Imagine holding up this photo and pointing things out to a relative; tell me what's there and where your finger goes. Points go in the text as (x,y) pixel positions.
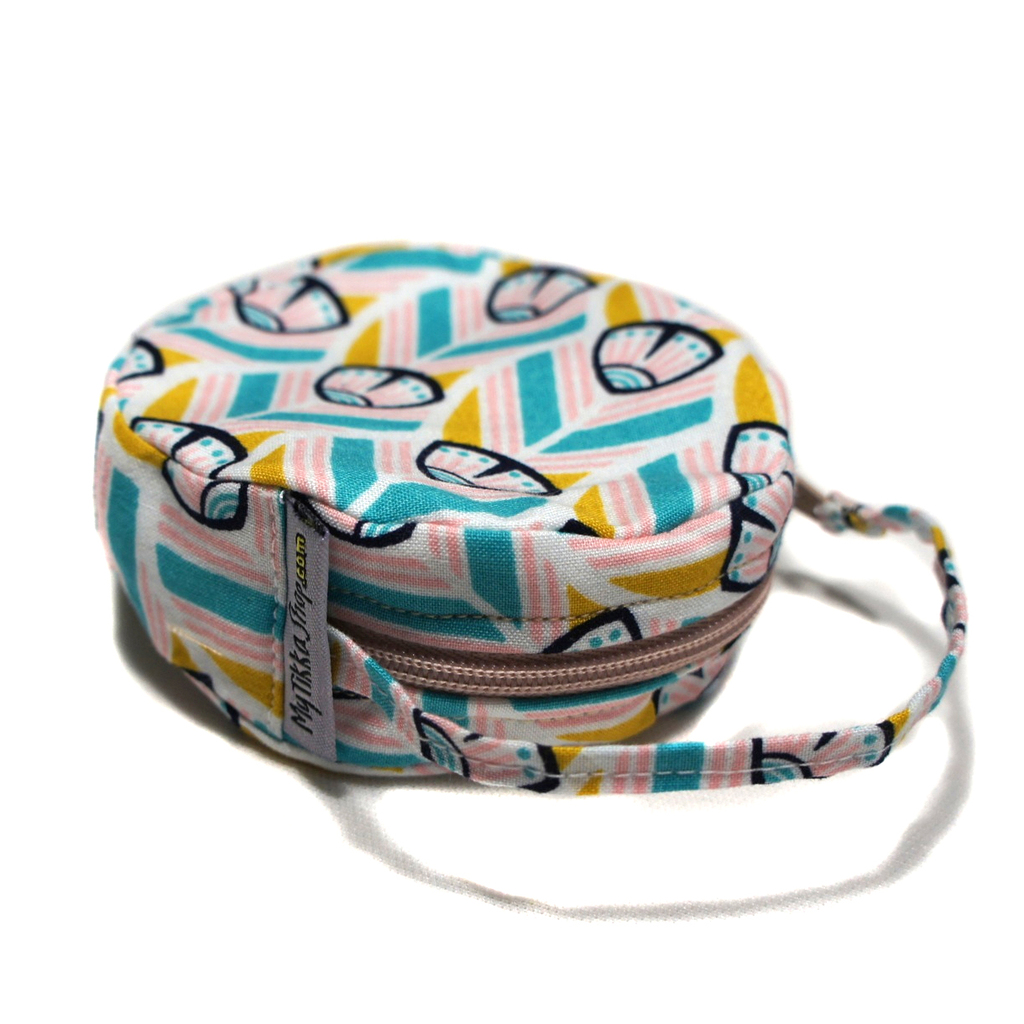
In this picture we can see a colorful bag (371,426). Remaining portion of the picture is in white color.
